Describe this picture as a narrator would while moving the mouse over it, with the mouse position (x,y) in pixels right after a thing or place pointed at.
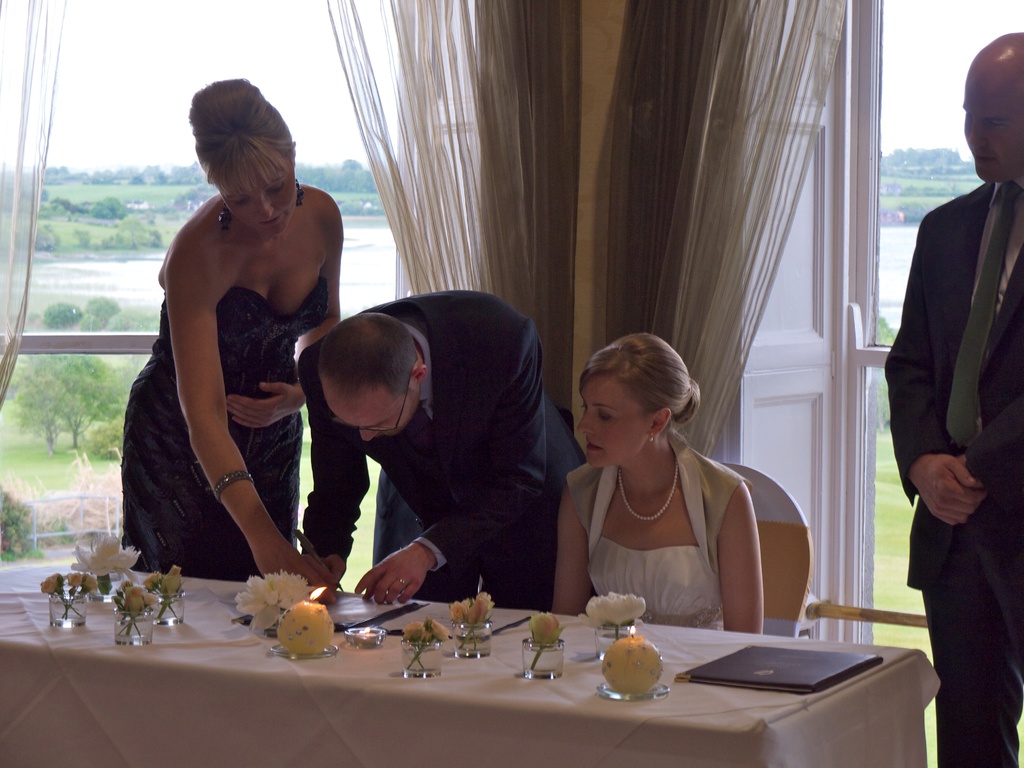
It is a meeting there is a white color table (341,698) on which there are some flowers (268,598), a candle (315,600) and book (745,678) are kept, in front of the table (733,649) there are total four people (501,509), a woman (635,525) is sitting in the chair (791,626) and beside her is signing on the book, in the background (712,119) there is a curtain (550,155), a window (313,182) and outside the window (319,169) there are some trees (109,176) and sky (343,138).
